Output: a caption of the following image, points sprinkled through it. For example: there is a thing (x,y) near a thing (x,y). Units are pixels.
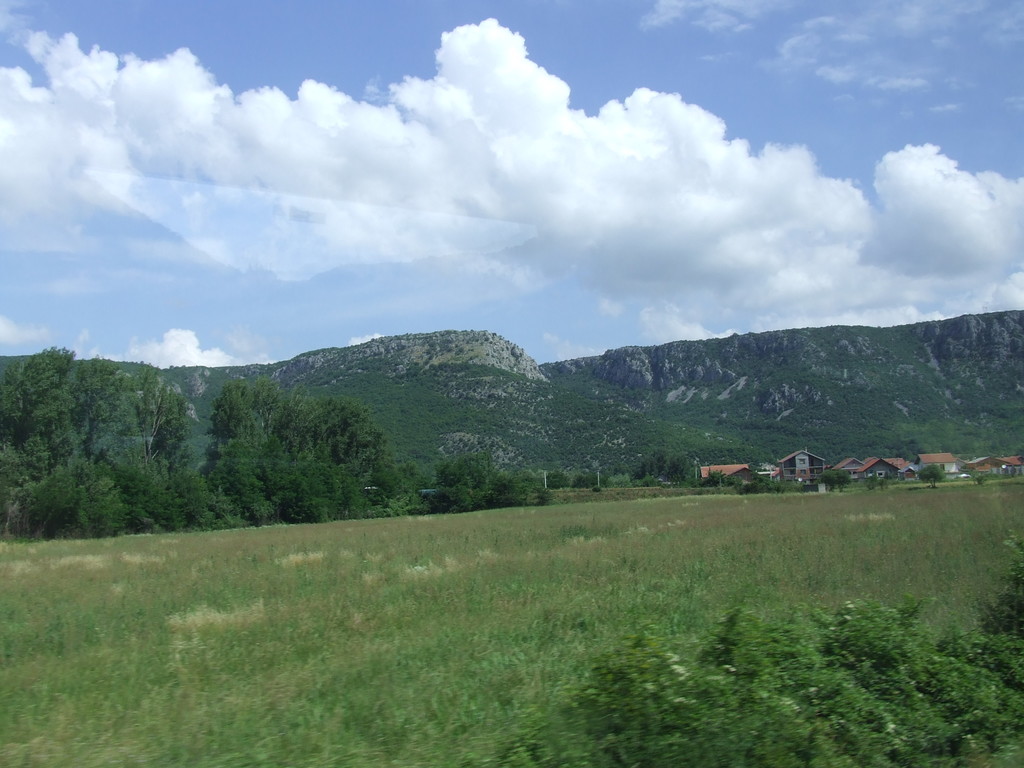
There is grassland (205,640) in the foreground area of the image (496,548), there are trees (326,450), houses (944,454), it seems like mountains (387,345) and the sky (596,289) in the background (612,247).
